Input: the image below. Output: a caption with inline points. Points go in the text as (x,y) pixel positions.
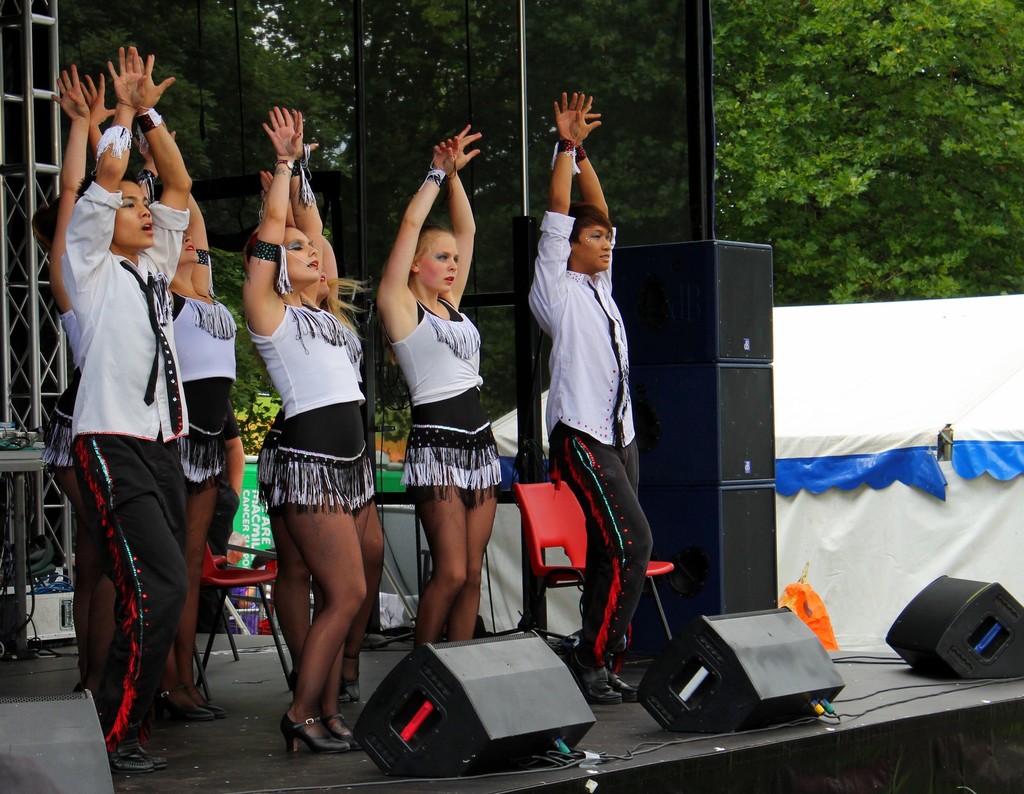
On the left side (269,513), there are women (267,325) and men (600,409) dancing on a stage (215,642), on which there are speakers (52,708), poles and chairs (583,508) arranged. In the background (870,560), there is a tent (865,316), there are trees (251,213) and other objects (262,558).
